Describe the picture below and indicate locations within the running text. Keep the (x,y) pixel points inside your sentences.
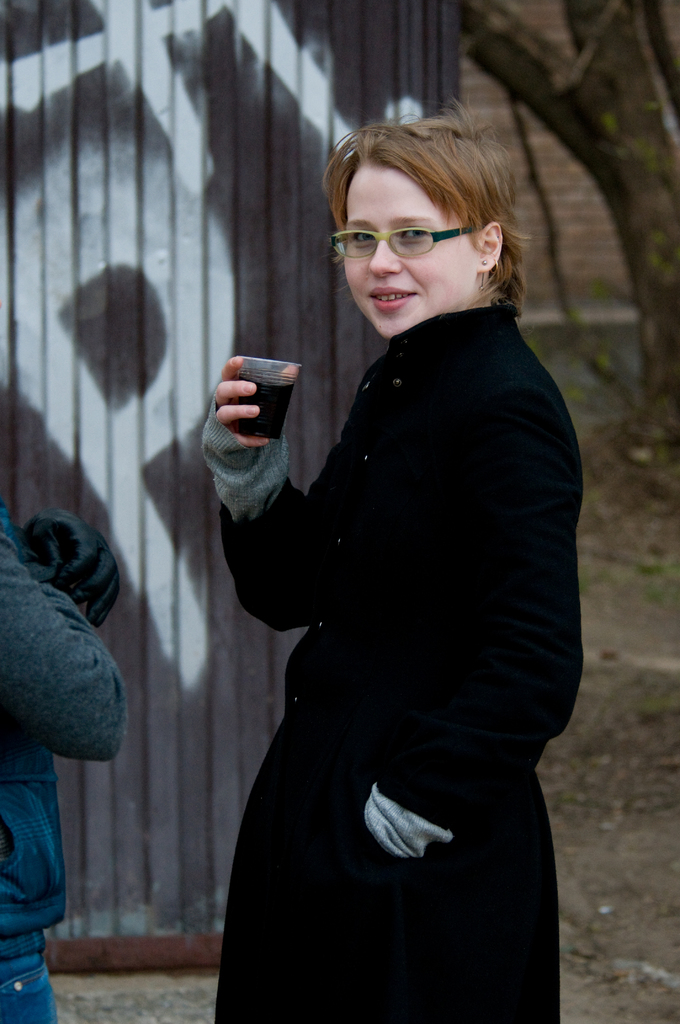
In this picture we can see two people (357,641), woman (330,639) is holding a glass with drink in it, she is wearing a spectacles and in the background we can see a wall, tree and an object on the ground (581,740).
